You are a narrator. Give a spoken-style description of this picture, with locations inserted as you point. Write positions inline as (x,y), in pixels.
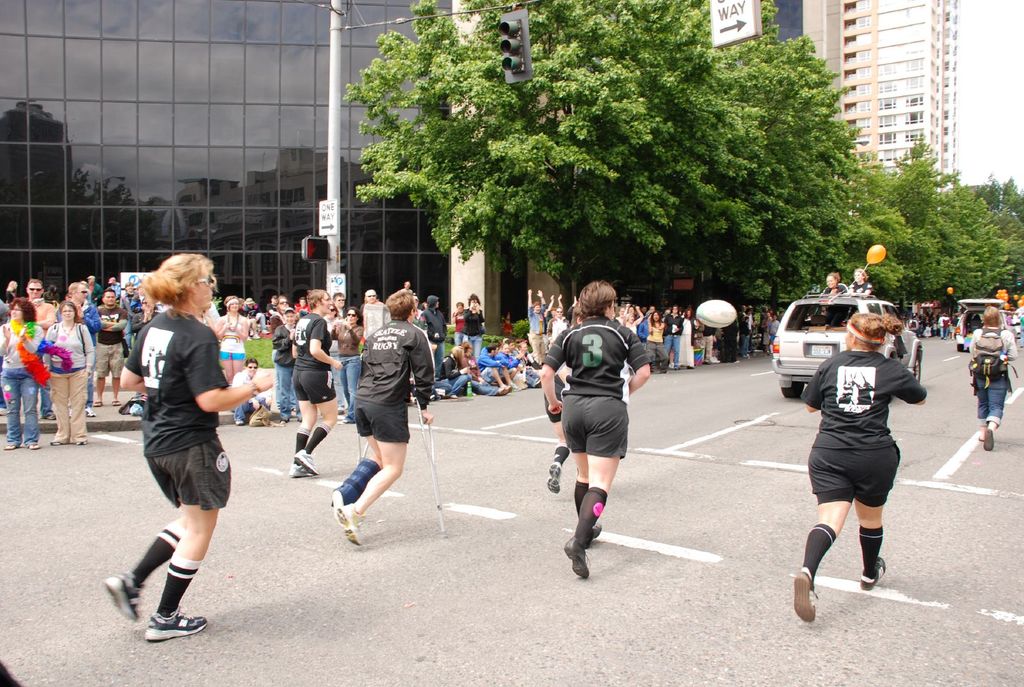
In this image we can see a group of people (852,489) wearing dress (178,388) is running on the road (322,472) and some people (461,381) are sitting on the ground (513,408). To the right side of the image (813,365) we can see some vehicles (833,354) parked on road (951,379), group of balloons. In the background (513,51), we can see traffic lights (508,39) and sign boards (331,229) on a pole (330,245), group of trees (680,92), buildings (236,75) with windows (236,75) and the sky (985,76).
